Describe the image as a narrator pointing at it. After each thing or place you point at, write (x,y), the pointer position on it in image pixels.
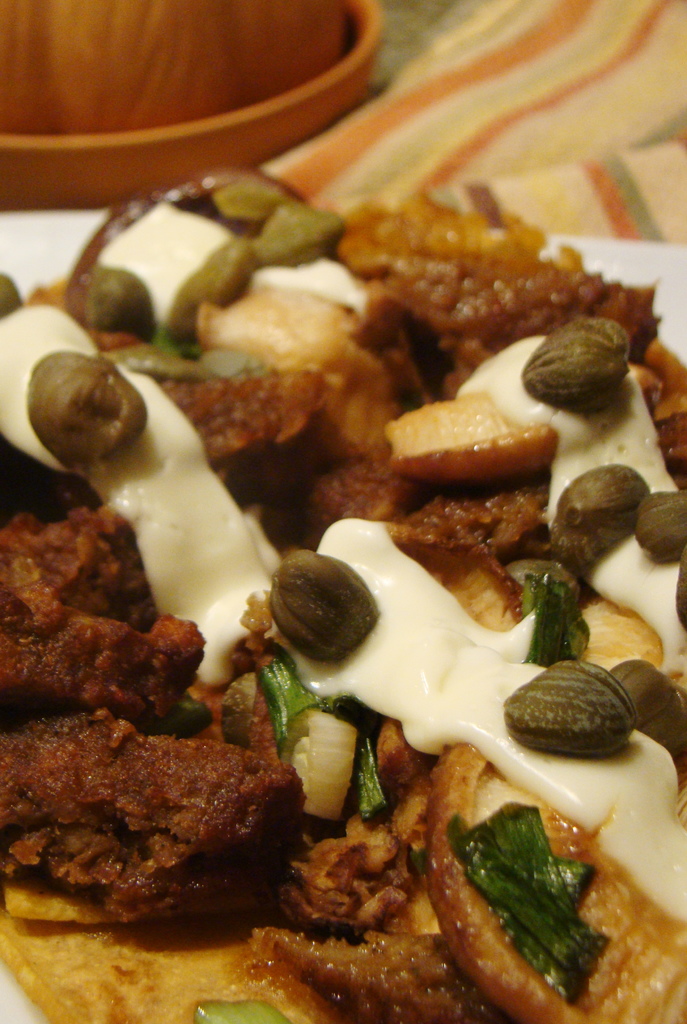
There is a food item (149,509) with white cream (234,600), green leaves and many other things (374,506). In the back (214,126) there is a wooden thing (194,107).
